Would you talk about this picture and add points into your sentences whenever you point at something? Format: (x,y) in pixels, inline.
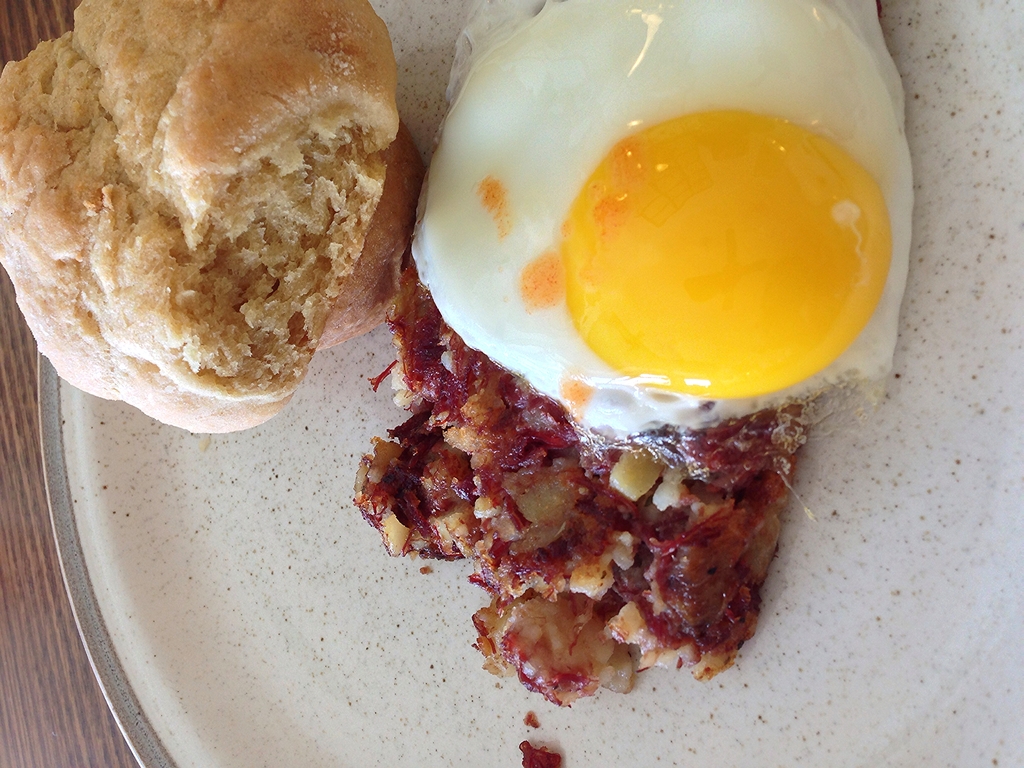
In this image we can see some food item (459,533) is kept on the plate (210,602) which is placed on the wooden surface (92,711).
